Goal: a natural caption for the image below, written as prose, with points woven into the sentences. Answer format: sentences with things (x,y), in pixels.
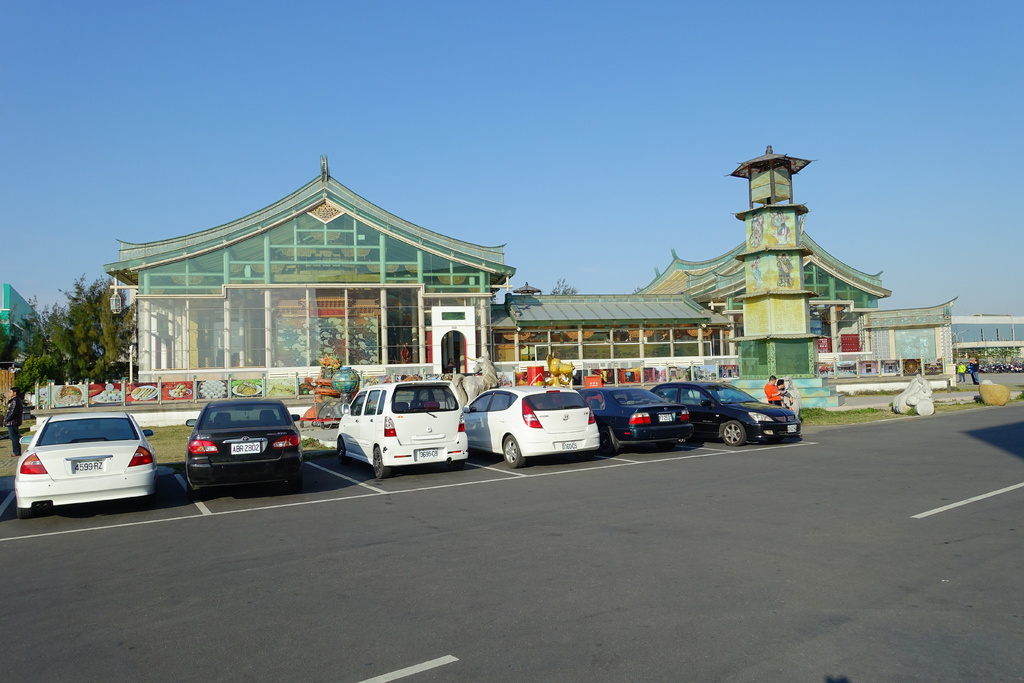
In this picture we can see few cars (374,450) on the road (411,530), in the background (84,368) we can see few people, buildings (421,330) and trees (72,316), on the right side of the image (897,405) we can see few rocks (1003,394).
